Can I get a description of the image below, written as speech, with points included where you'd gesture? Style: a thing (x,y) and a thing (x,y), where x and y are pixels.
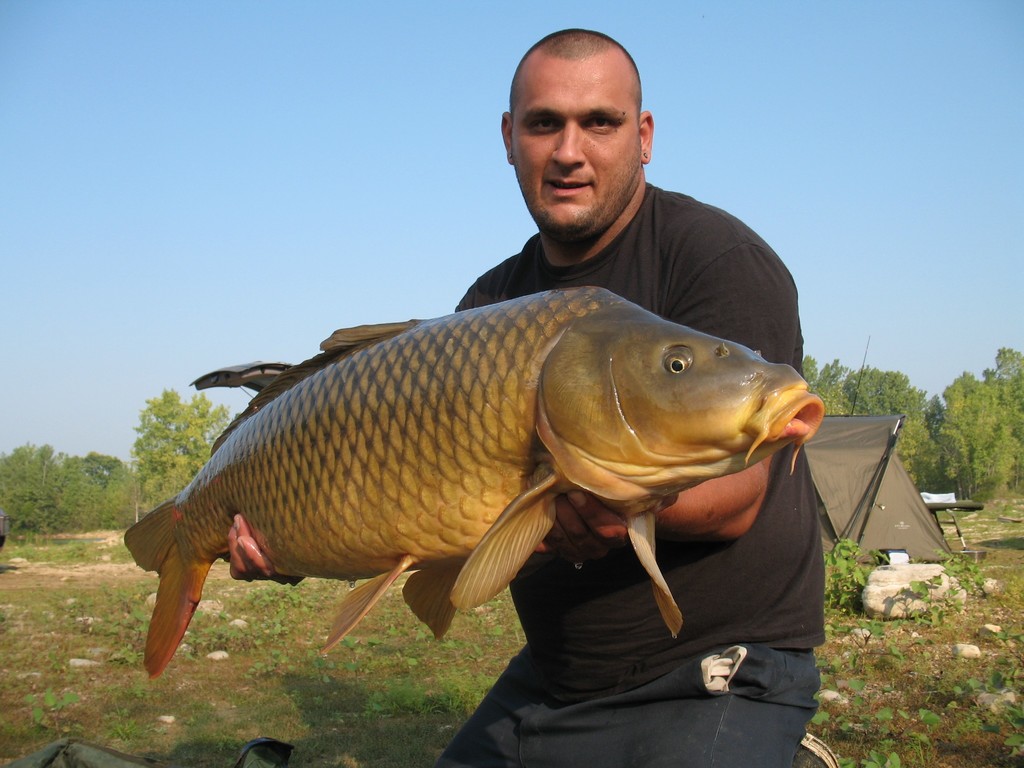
In the center of the image (608,319) there is a person (748,520) holding a fish (264,477). In the background (157,470) we can see trees (851,404), tent (862,492), plants (833,558), stones (883,571) and sky (867,105).
